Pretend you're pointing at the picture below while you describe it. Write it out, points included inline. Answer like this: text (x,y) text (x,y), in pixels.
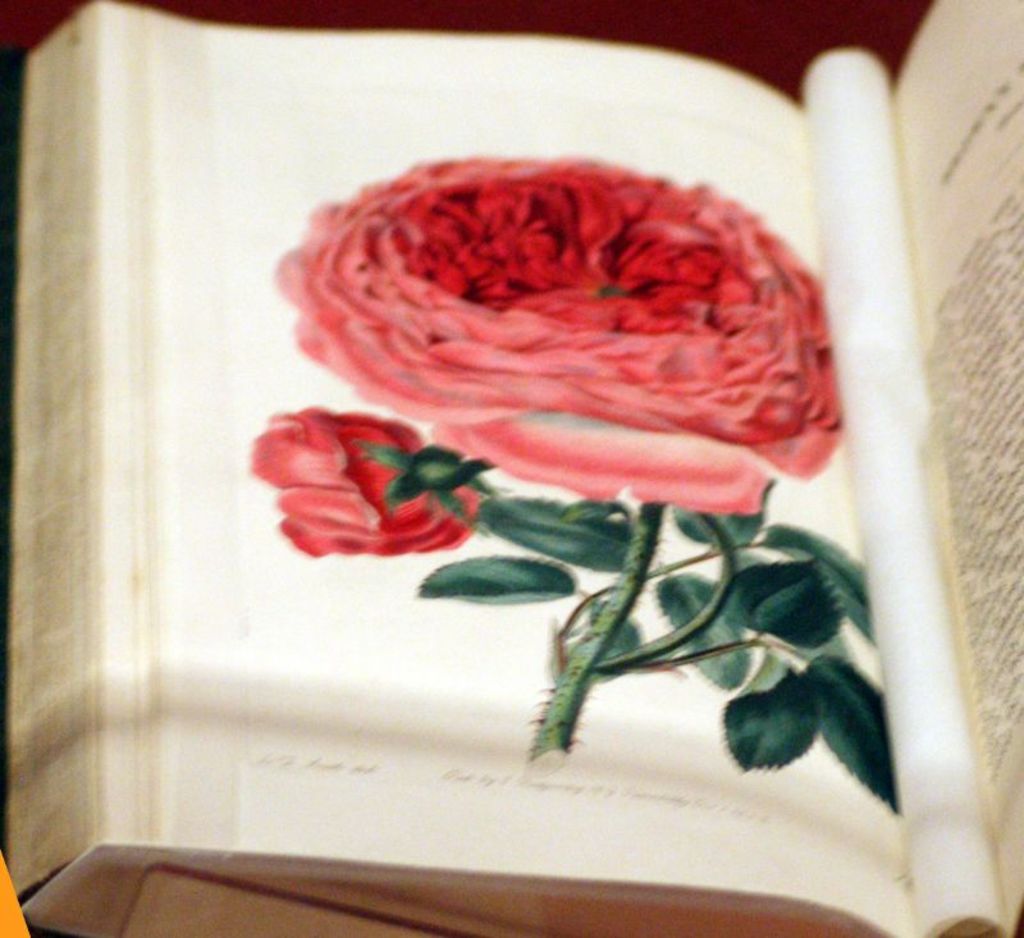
This is a picture of a book (183,394). On the paper (529,494) there is a rose flower (611,383). On the right (961,292) there is text (981,411) on the paper (968,505).
